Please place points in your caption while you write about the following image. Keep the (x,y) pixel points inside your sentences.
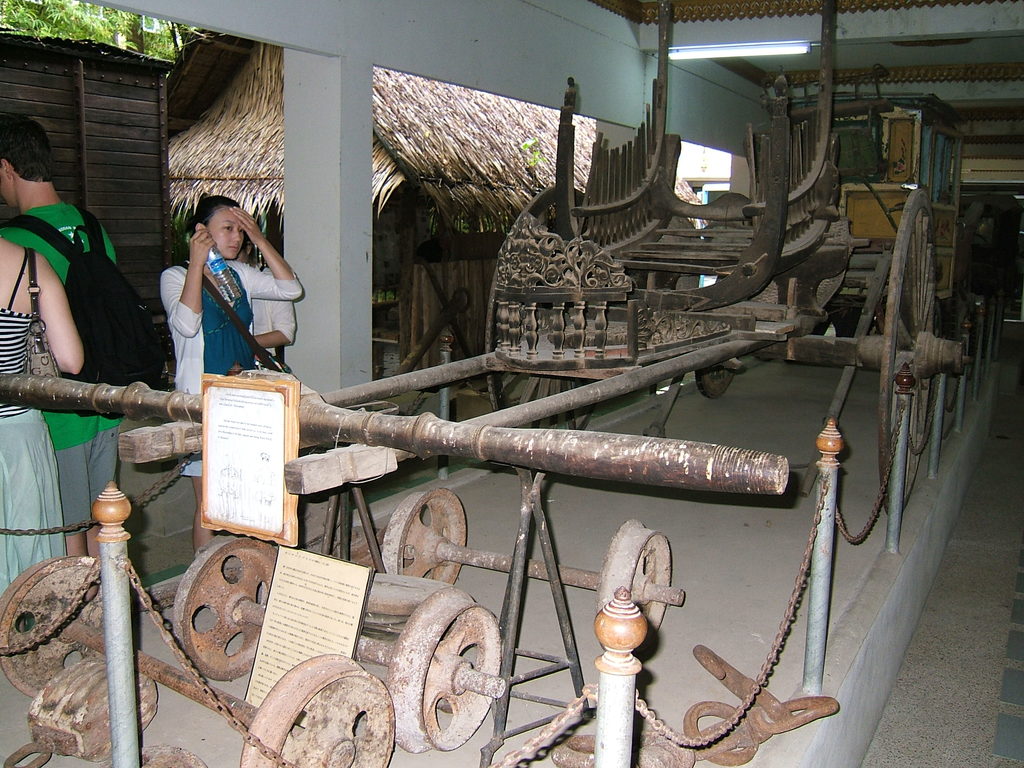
This image consists of a cart (753,334). It looks like a museum (1005,397). In the front (281,474), there is a board (278,471). On the left (63,274), there are four persons (200,295) standing. At the top (1012,51), there is a roof (846,15) along with the light (697,50).
